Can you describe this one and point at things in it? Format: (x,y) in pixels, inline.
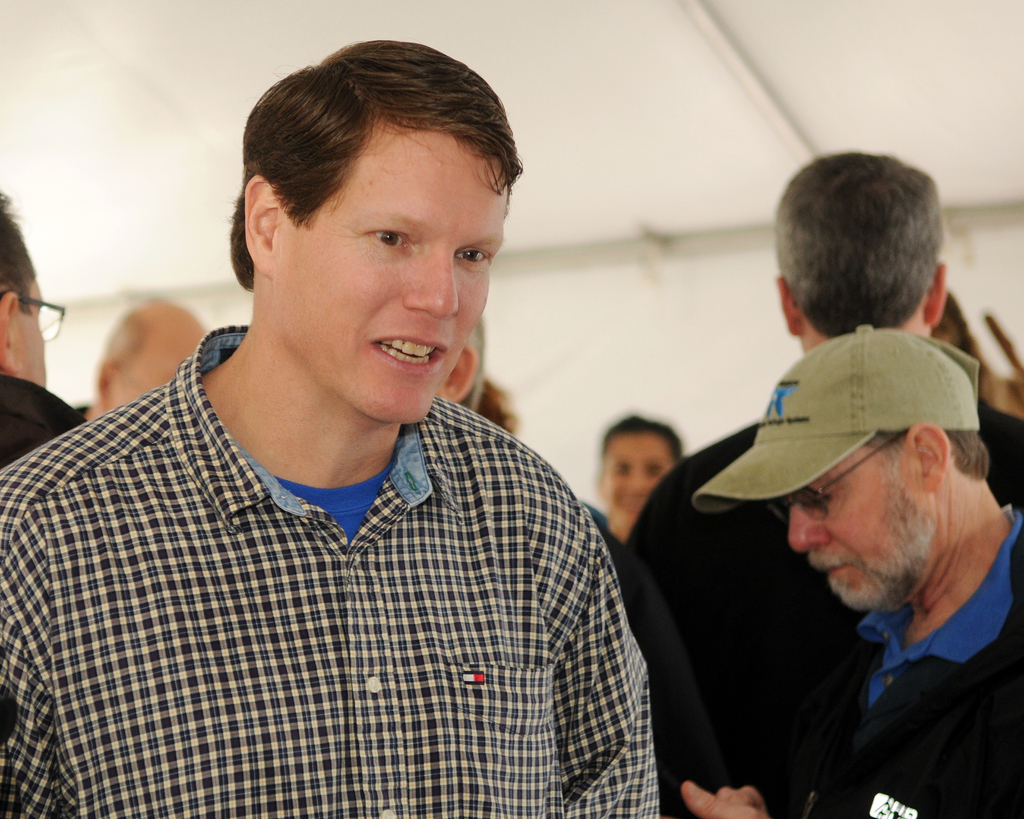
In this image, we can see a person (383,442) talking. In the background (981,307), there is a blur view and people (758,557). On the right side of the image (924,509), we can see a person (924,509) wearing a cap (858,394), glasses (814,504) and holding an object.
